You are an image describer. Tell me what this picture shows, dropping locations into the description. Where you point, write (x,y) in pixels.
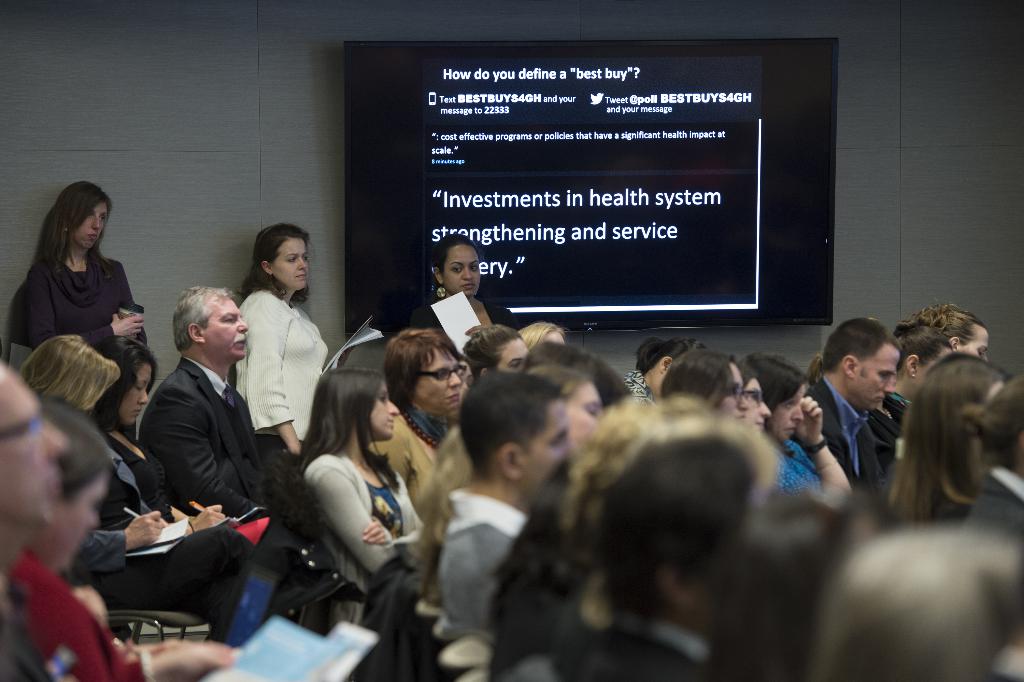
In this image I can see people (135,533) seated in a room (11,262). Few people (135,533) are holding pen (132,513) and papers (182,533). 3 people (87,306) are standing at the back (101,306). There is a screen (400,238) on a wall (281,222).
